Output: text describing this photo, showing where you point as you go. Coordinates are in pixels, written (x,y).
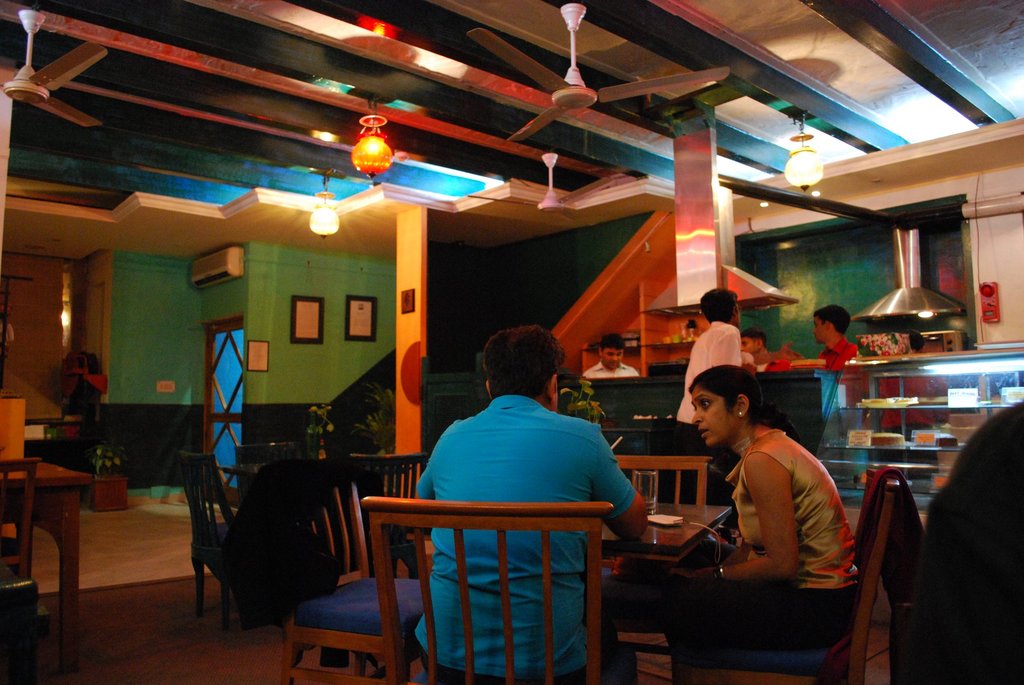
This image is taken inside a room (446,148). In the right side of the image (1009,682) a person (931,538) is sitting on the chair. In the middle of the image (524,332) a man (511,601) and a woman (742,588) are sitting on the chairs (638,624). In the left side of the image (50,467) there is an empty table (42,489) and chair (28,603). In the bottom of the image (160,652) there is a floor (131,575). At the top of the image (633,14) there is a ceiling (288,104) with lights (366,153), lamps (354,163) and fans (86,58). In the background (143,343) there is a wall (191,346) with doors (223,387), picture frames (302,338), switchboard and air conditioner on it. There is a chimney (913,247) in the kitchen (940,335) and there are few people (828,337) standing and there are few cakes (874,437) in the fridge (918,429).
